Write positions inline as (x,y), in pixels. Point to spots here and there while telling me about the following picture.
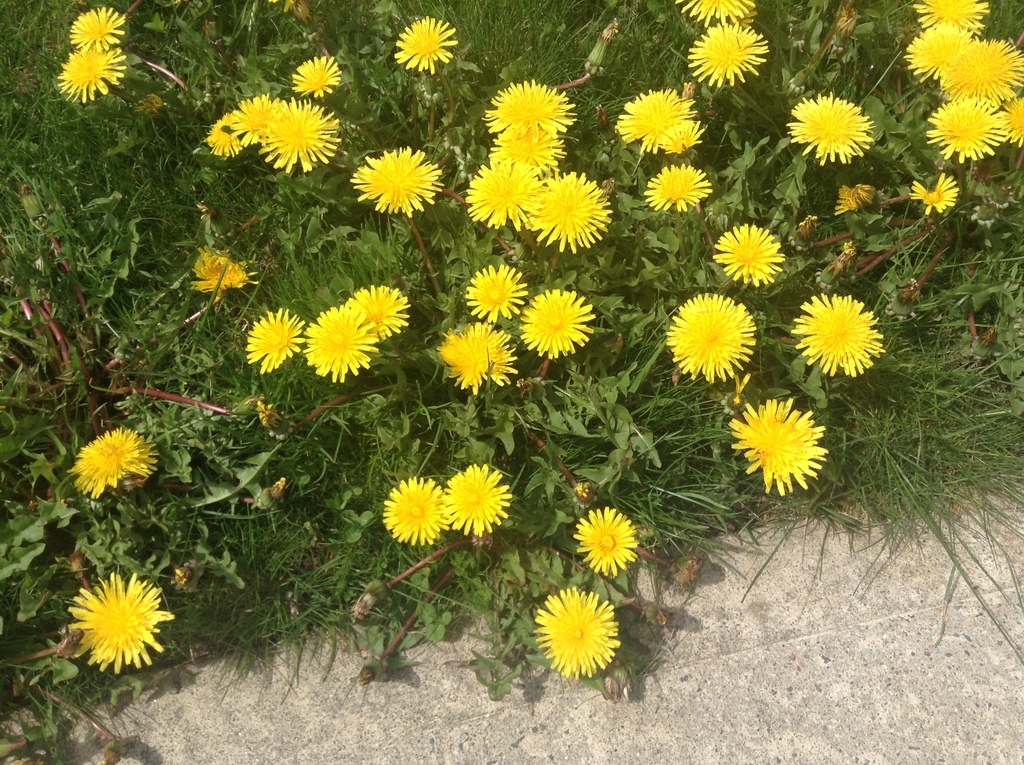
In this image we can see the yellow color flowers (500,164) to the plant (528,348). Ground (760,596) is also visible in this image.
